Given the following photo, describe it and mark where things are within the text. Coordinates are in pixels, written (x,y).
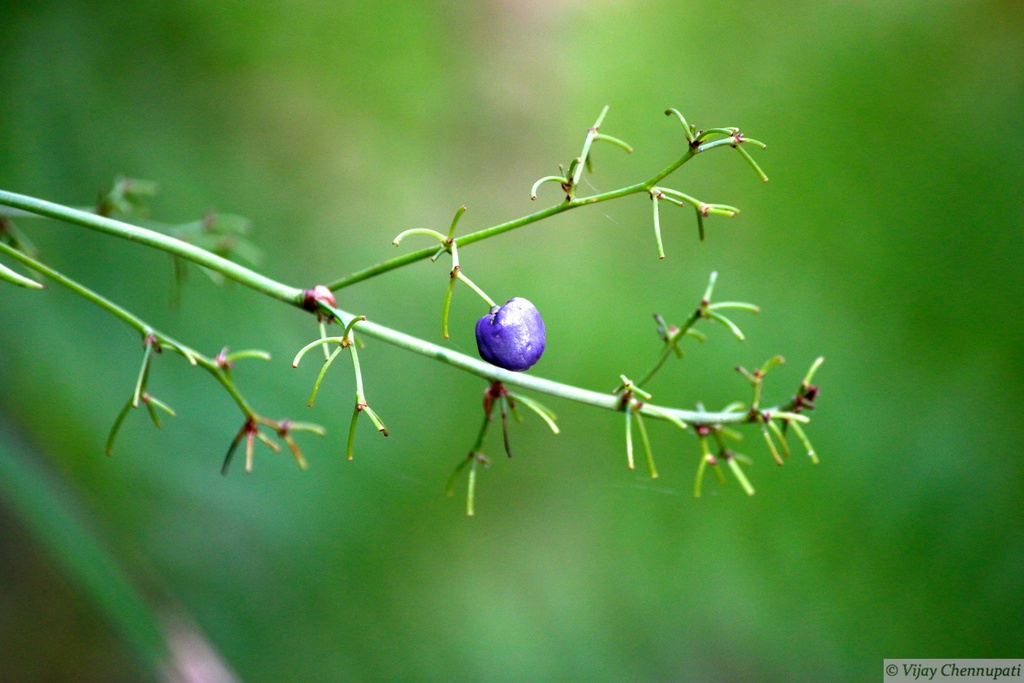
In this picture there is a fruit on the plant (22,263). At the back (764,313) the image is blurry and there might be trees (813,104). At the bottom right (905,662) there is text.
